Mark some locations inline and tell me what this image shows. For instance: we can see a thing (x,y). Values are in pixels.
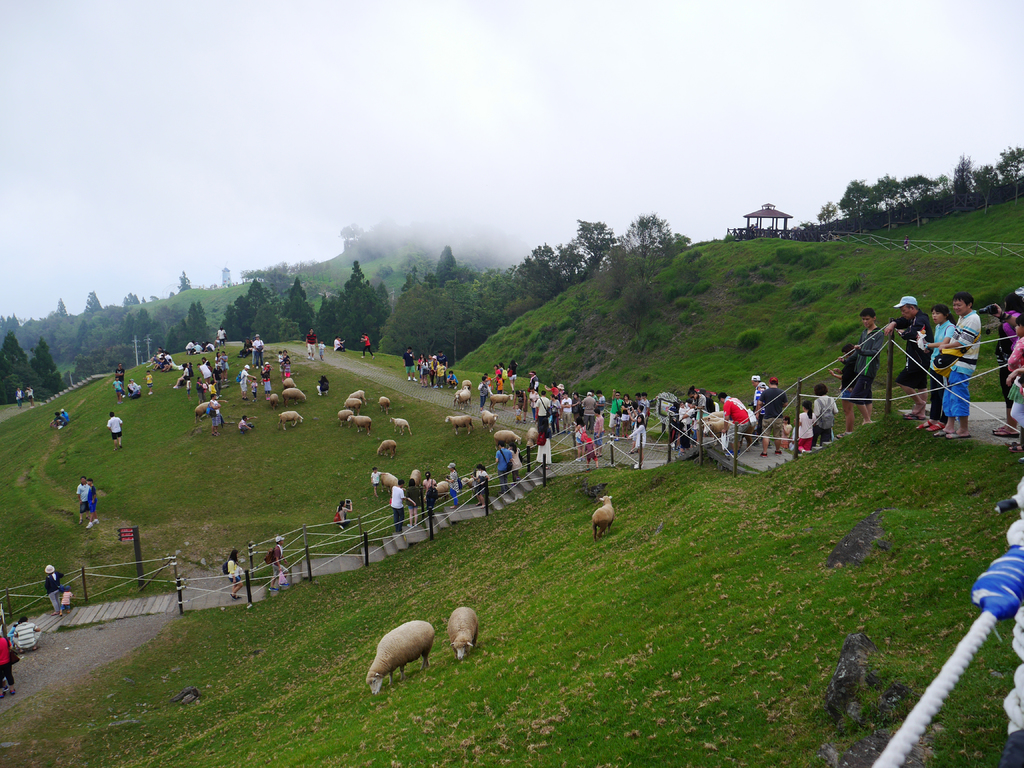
In this image we can see sheep (400,421), people (927,343), stairs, grassy land (549,516) and railing (405,522). In the background (296,328), we can see trees (994,172) and fence (814,228). At the top of the image (435,80), we can see the sky (605,103) with clouds (629,110). There is a rope (979,593) in the right bottom of the image (985,622).
